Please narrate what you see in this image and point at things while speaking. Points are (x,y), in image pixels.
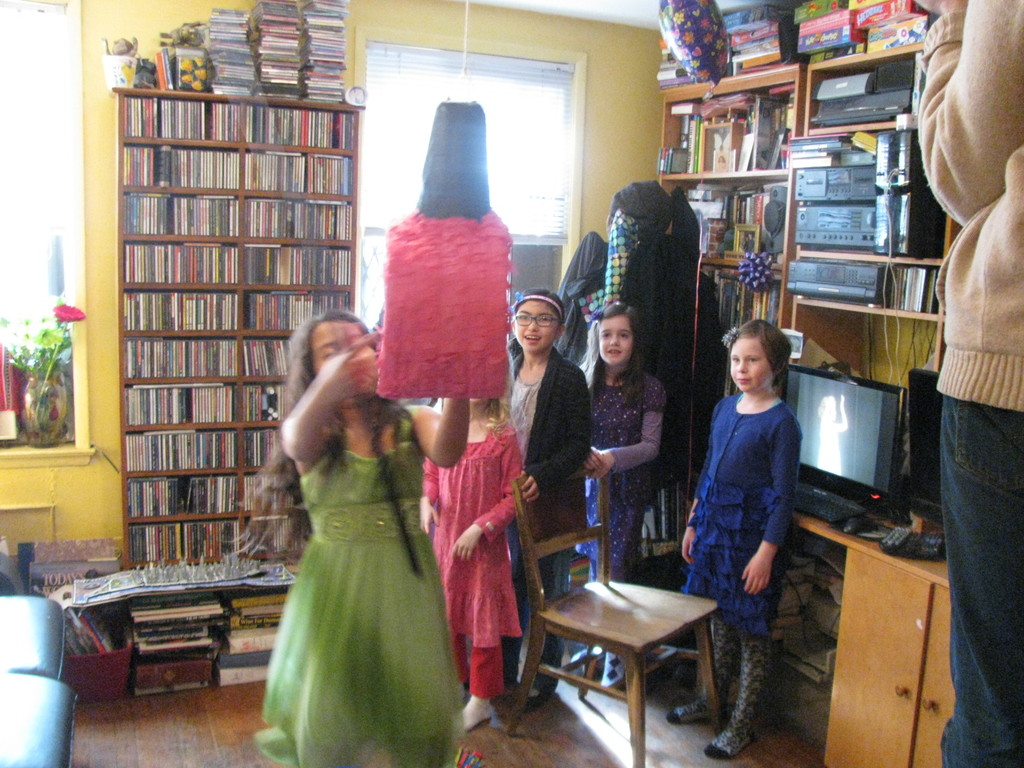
It's a closed room (678,528) and there are five children (572,457) standing in a line and one girl (433,626) is in the center (355,505) in a green dress (384,556) holding something (439,346), behind them there are books (188,651) in the shelves (330,151) and there is a window (543,214) and in the left corner of the picture (45,696) there is a flower plant (55,365) and a sofa (65,724) and in the right corner of the picture (950,475) a person (963,240) is standing, in front of the person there is a system (852,450) and in the middle of the picture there is a chair (636,714), behind the children (557,464) there are clothes (656,283) and in the shelves (873,258) there are some things (870,235) placed in it.
